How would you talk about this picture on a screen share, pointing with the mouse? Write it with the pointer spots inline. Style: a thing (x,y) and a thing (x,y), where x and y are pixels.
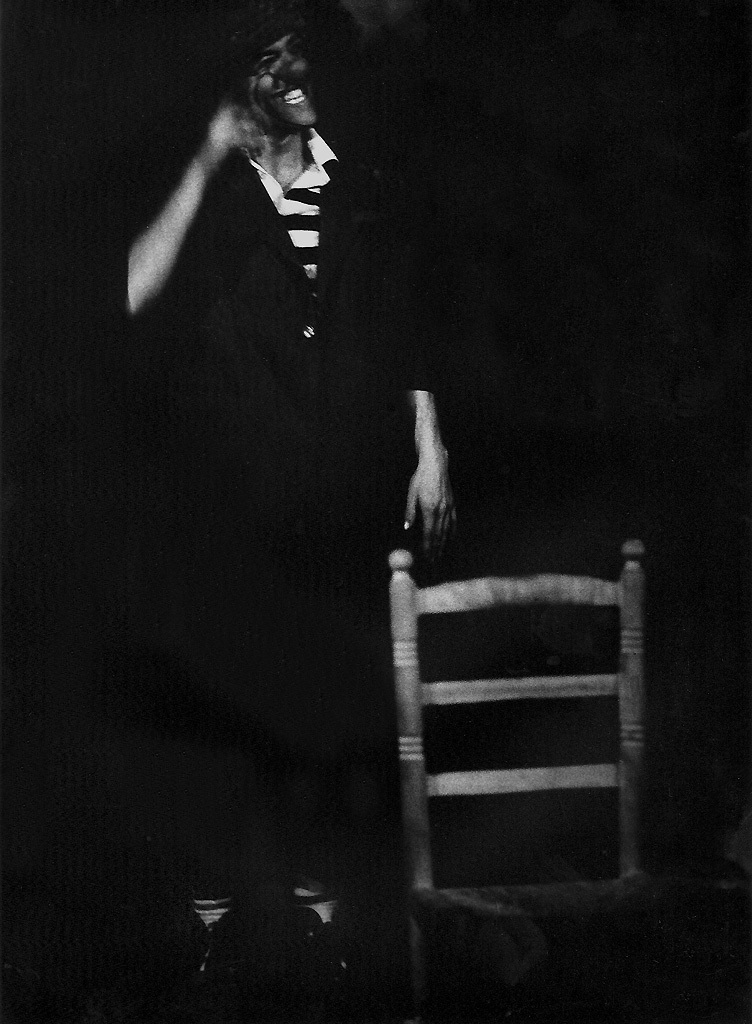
This is a black and white image. In this image we can see a person (268,254) and a chair (590,771).
